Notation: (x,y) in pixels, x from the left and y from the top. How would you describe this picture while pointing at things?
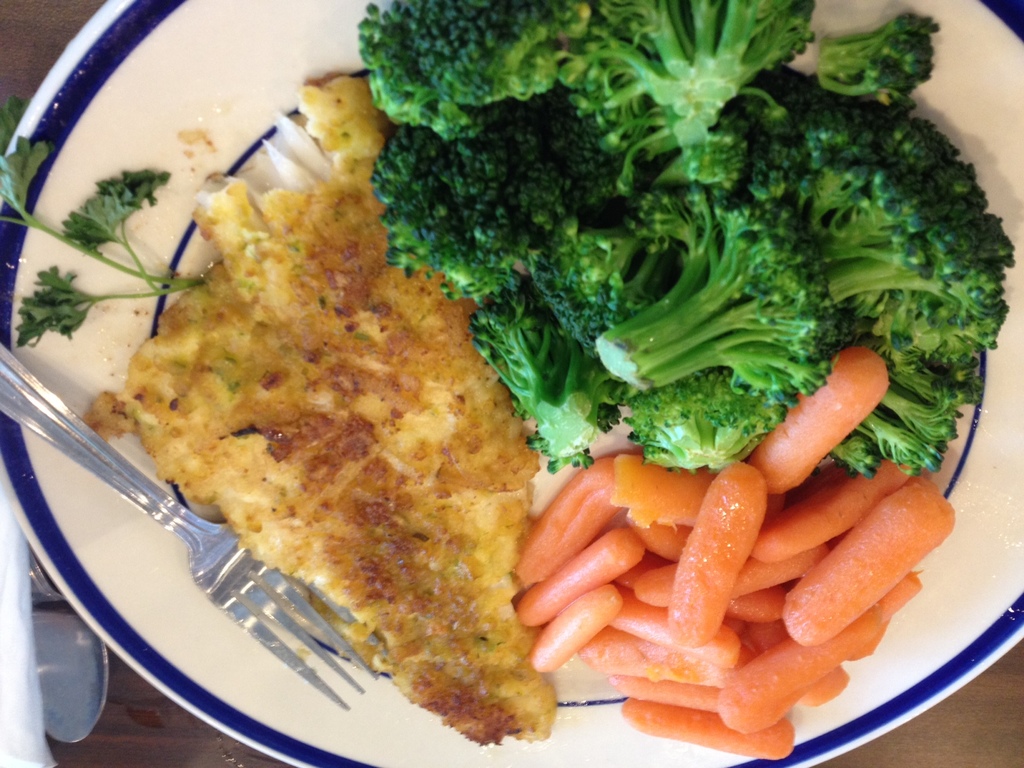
In the center of the image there is a table (28,42). On the table (16,26) we can see spoon (87,682) and plate (198,658). Some food item (383,292) is present on the plate (102,503) and fork (71,449) is also present.
